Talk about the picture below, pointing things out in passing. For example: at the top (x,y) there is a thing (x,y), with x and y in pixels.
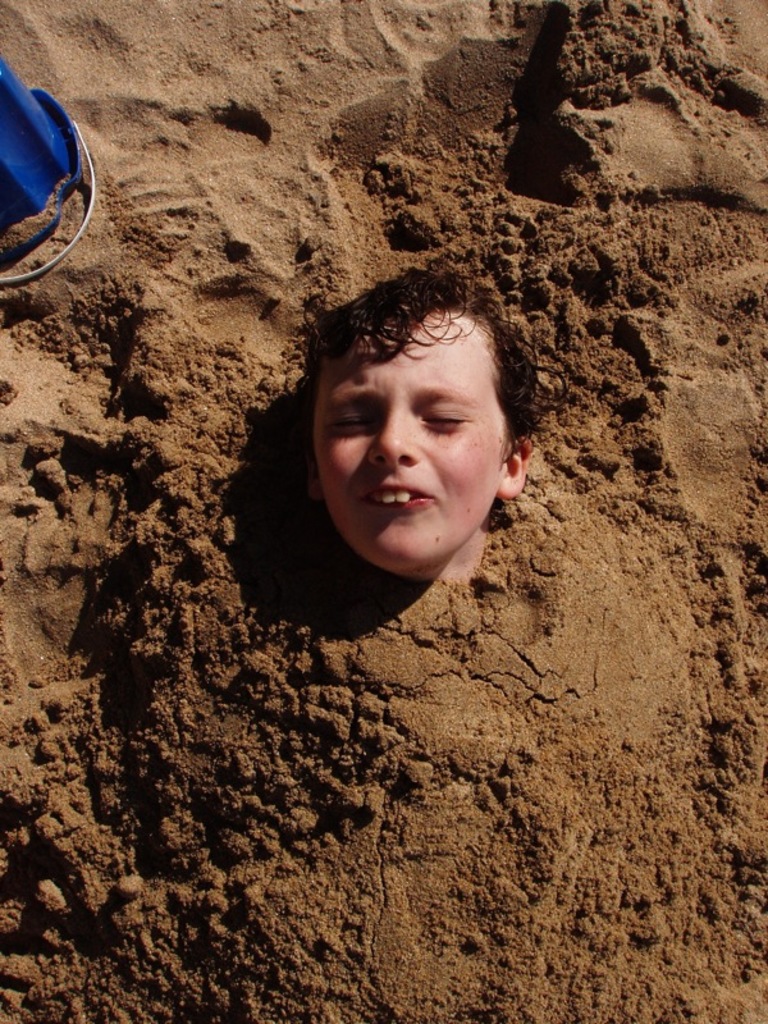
In this image I can see a person head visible on the mud (248,739).
